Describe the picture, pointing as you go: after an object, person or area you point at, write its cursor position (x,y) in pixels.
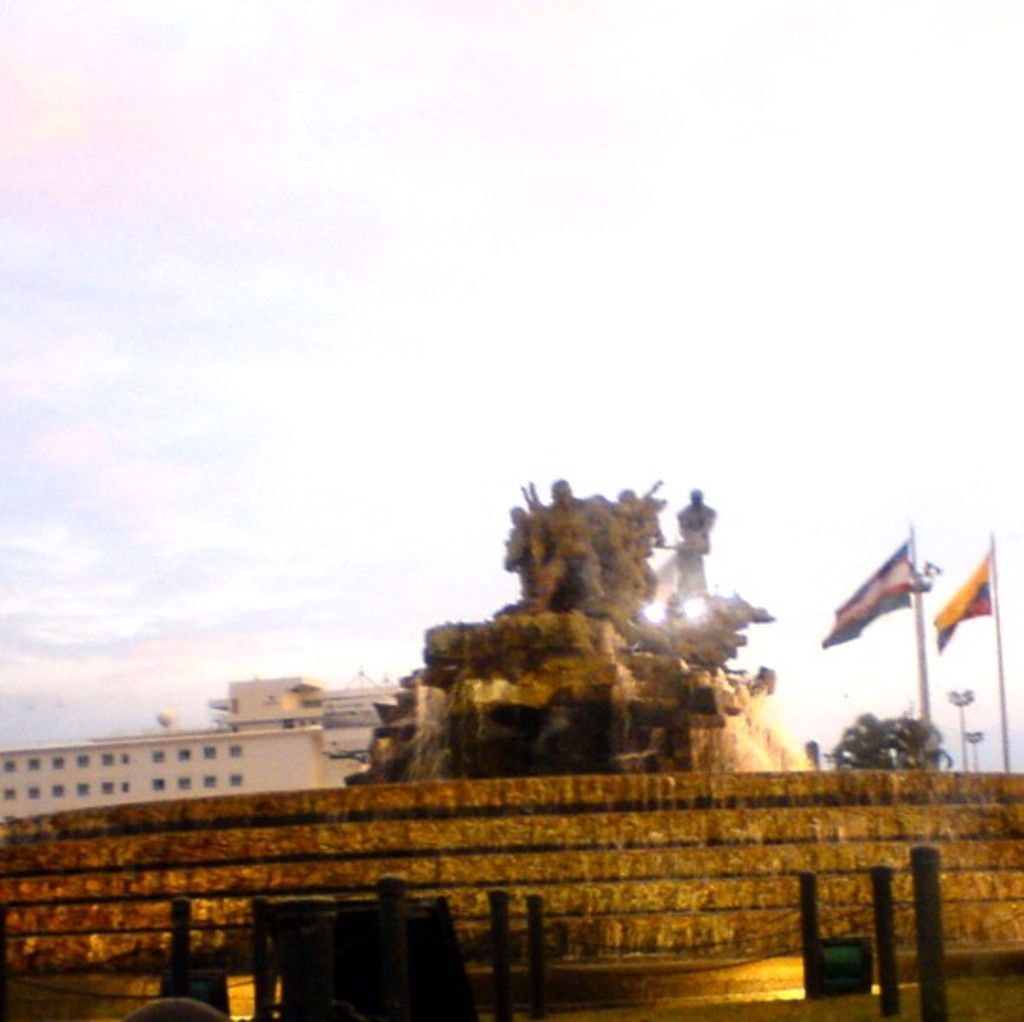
In the image there is a wall (832,853) in the foreground (683,832) and behind the wall (677,831) there are some sculptures (673,639) and on the right side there are flags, behind the flags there is a tree (895,734) and in the background (354,692) there is a building (280,711).
